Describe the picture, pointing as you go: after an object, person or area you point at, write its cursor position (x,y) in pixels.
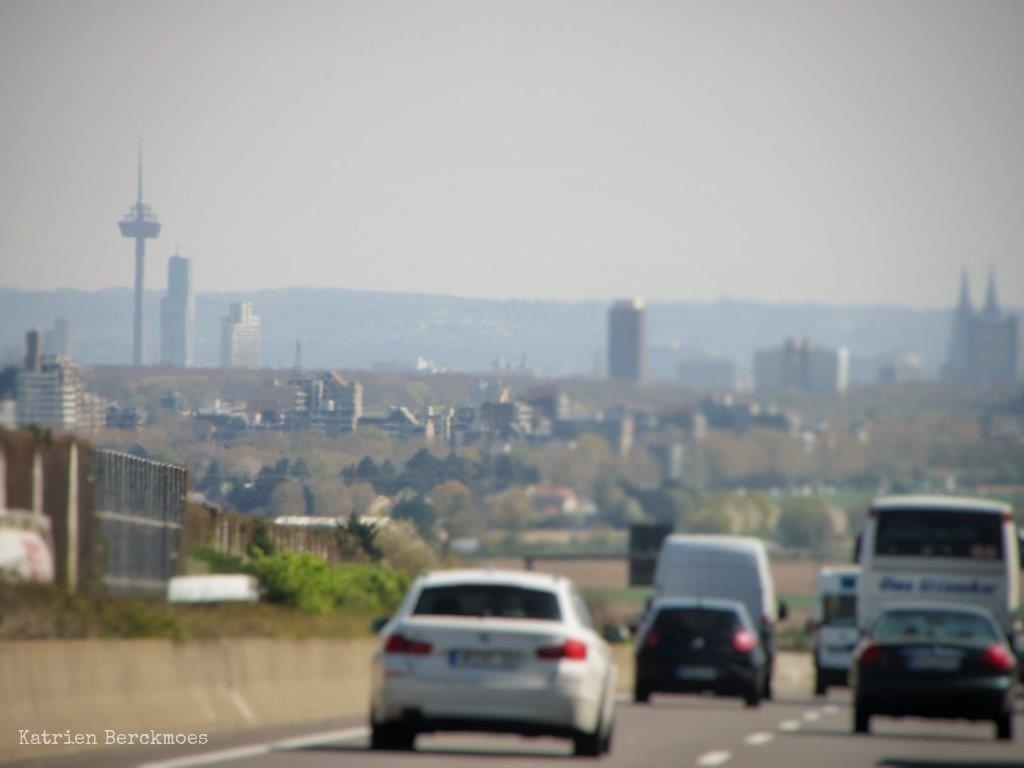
In this image we can see cars (700,547) travelling on the road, beside there are trees (264,547), there is a fence (145,486), in front there are buildings (294,402), there are mountains (363,346), there is sky (544,138) at the top (635,119).
